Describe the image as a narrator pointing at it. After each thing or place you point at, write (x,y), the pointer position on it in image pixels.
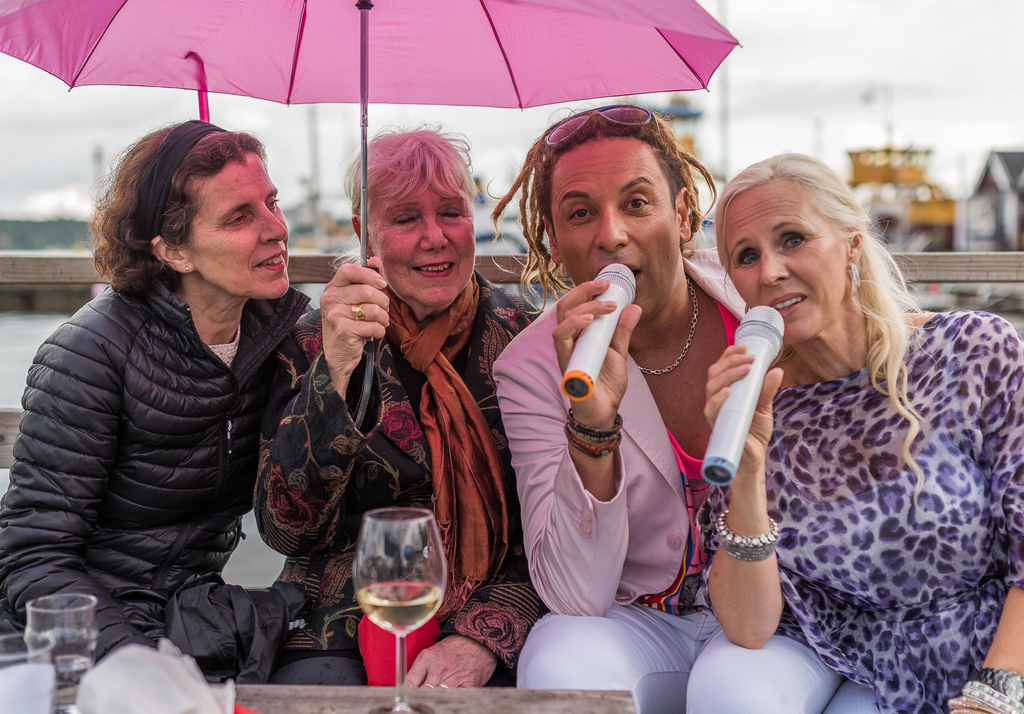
In this image we can see some persons (546,407), microphones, umbrella (485,90) and other objects (228,653). The background of the image (1014,167) is blur. At the bottom of the image (67,608) there are glasses (67,608) and other objects (155,684) on the surface (619,697).
